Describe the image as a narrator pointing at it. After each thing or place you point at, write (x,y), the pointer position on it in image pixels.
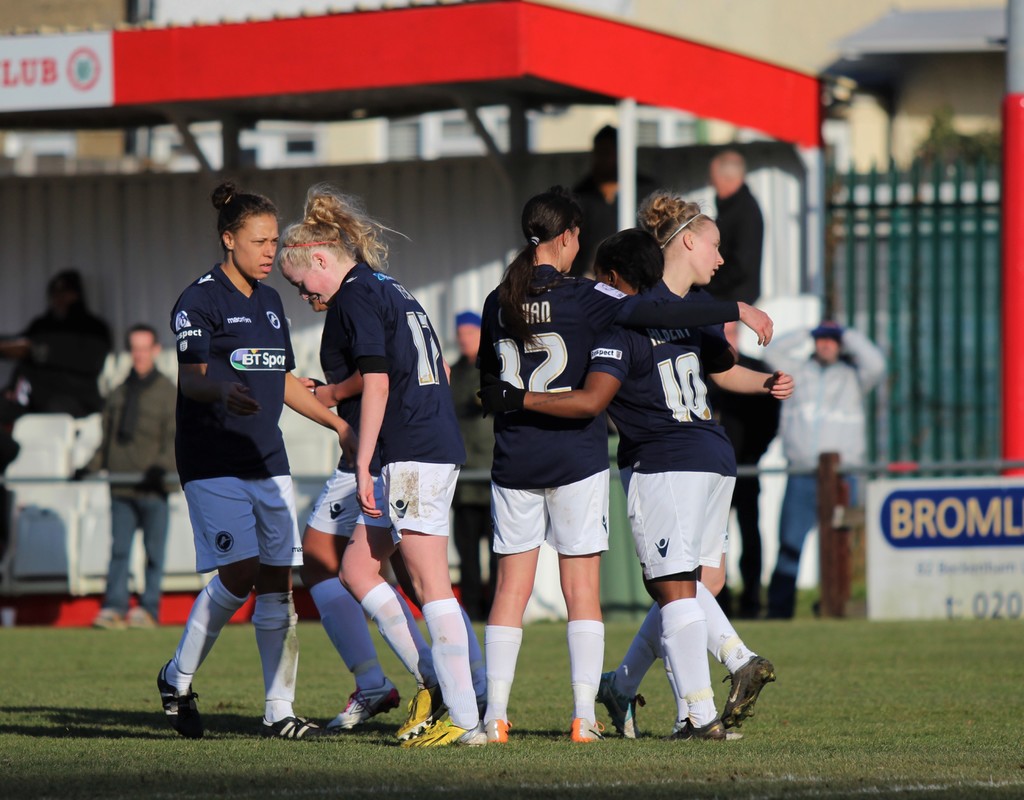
In this image there are players (496,645) in a ground (795,723), in the background (827,417) people (131,426) are standing under a shed (776,262) and it is blurred.
